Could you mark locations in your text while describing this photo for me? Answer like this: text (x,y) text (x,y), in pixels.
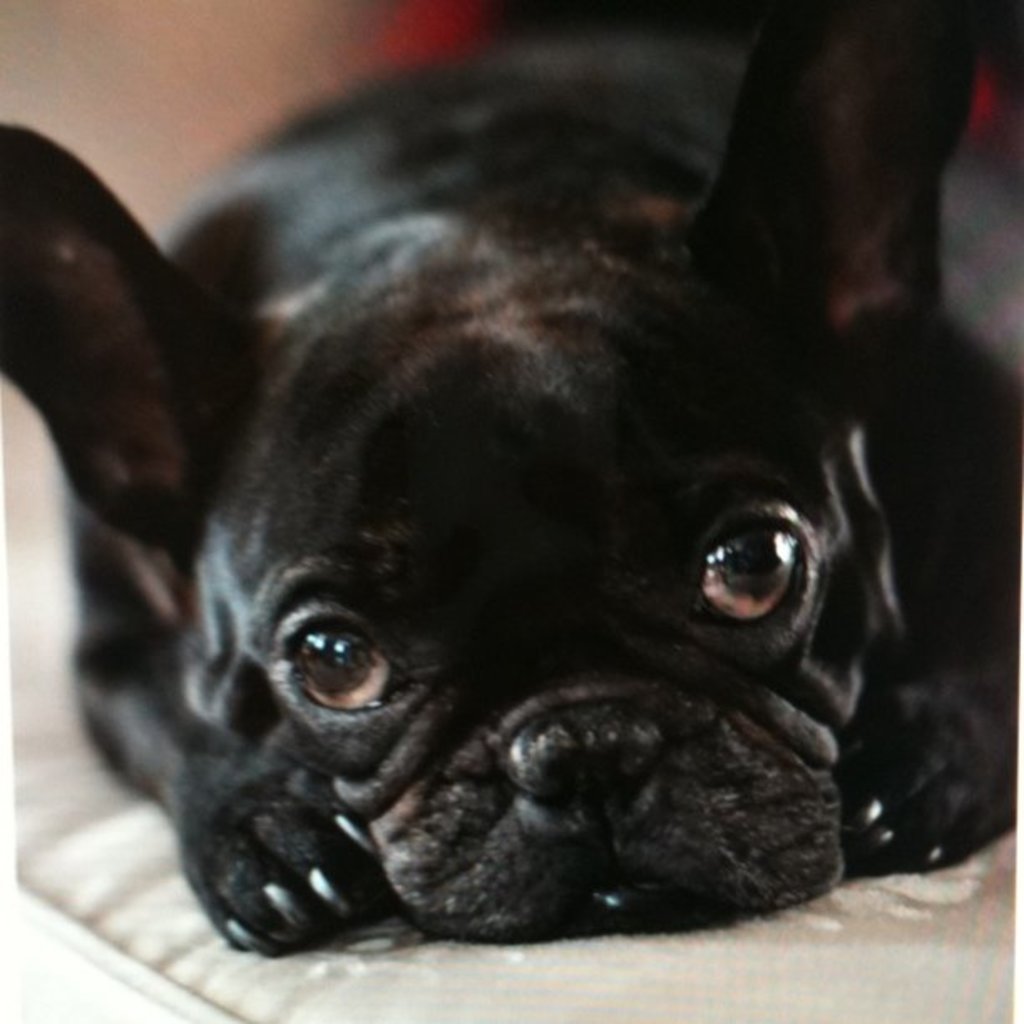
In this picture there is a puppy (453,635) in the center of the image (508,511), which is black in color.
